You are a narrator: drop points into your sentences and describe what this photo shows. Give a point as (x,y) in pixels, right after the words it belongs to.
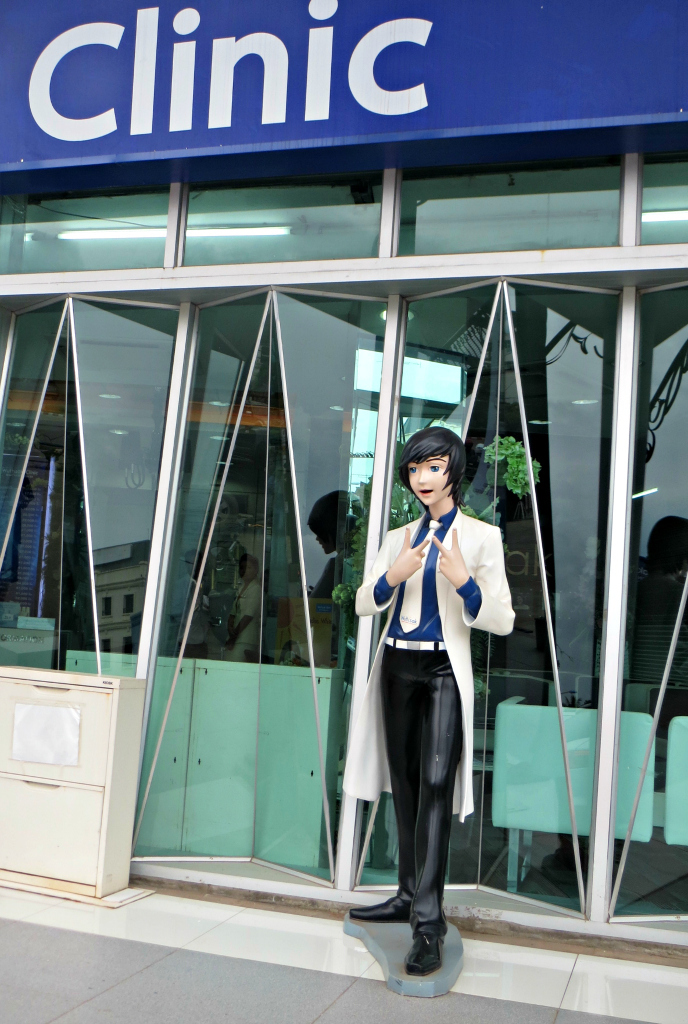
In this image we can see the statue (424,757) on the floor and at the side, we can see the box (88,746) and there is the board (291,72) with text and windows (298,461). Through the window (565,450) we can see the lights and chairs (532,754).
